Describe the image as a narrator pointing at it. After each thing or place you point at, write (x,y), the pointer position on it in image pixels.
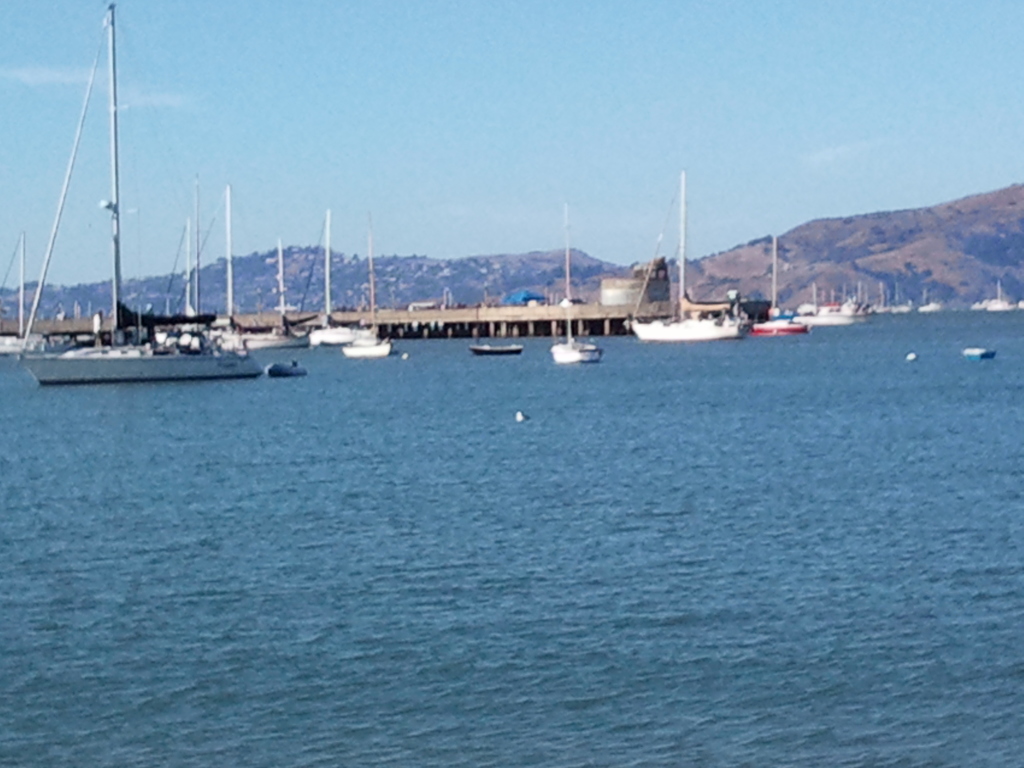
In this picture there are boats (134,320) and ships (138,343) in the center of the image (369,323) on the water (531,342) and there is a dock (464,326) in the center of the image (458,300) and there is greenery (525,284) in the background area of the image (549,251), there is sky (457,139) at the top side of the image (551,105).
